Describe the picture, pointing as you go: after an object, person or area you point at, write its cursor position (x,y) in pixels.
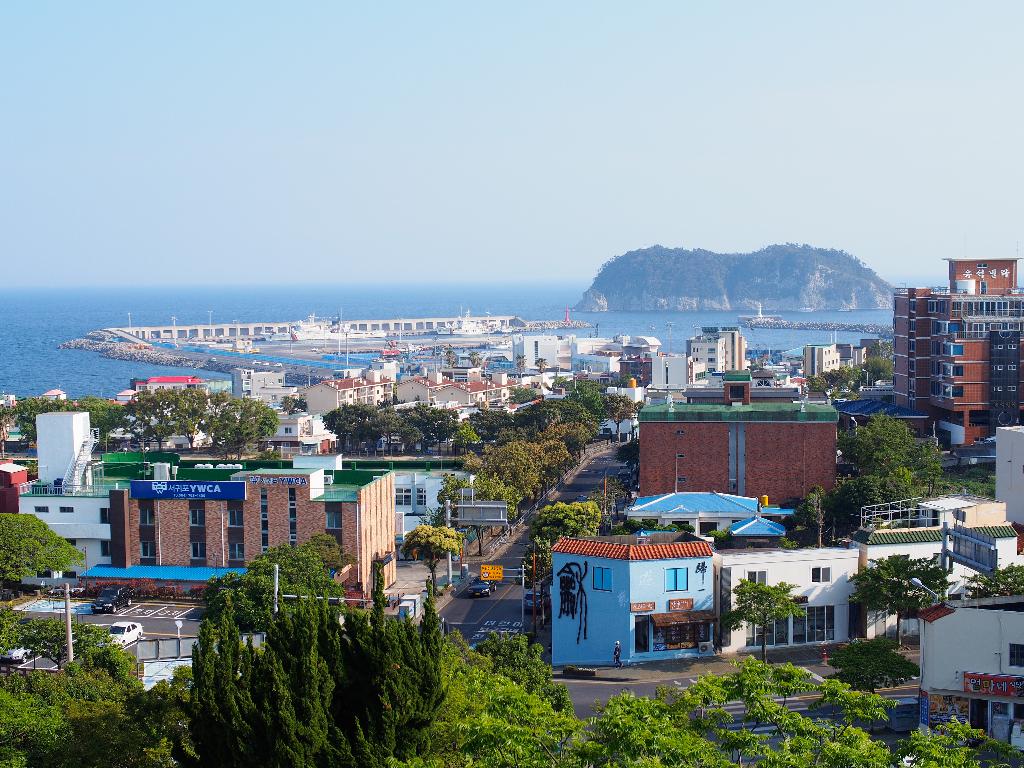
In this image I can see trees (429,649), buildings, vehicles (115,629) on the road (121,617) and poles (66,605). In the background (443,304) I can see an island (690,277), boats (319,323) on water (283,318) and the sky (331,217).
